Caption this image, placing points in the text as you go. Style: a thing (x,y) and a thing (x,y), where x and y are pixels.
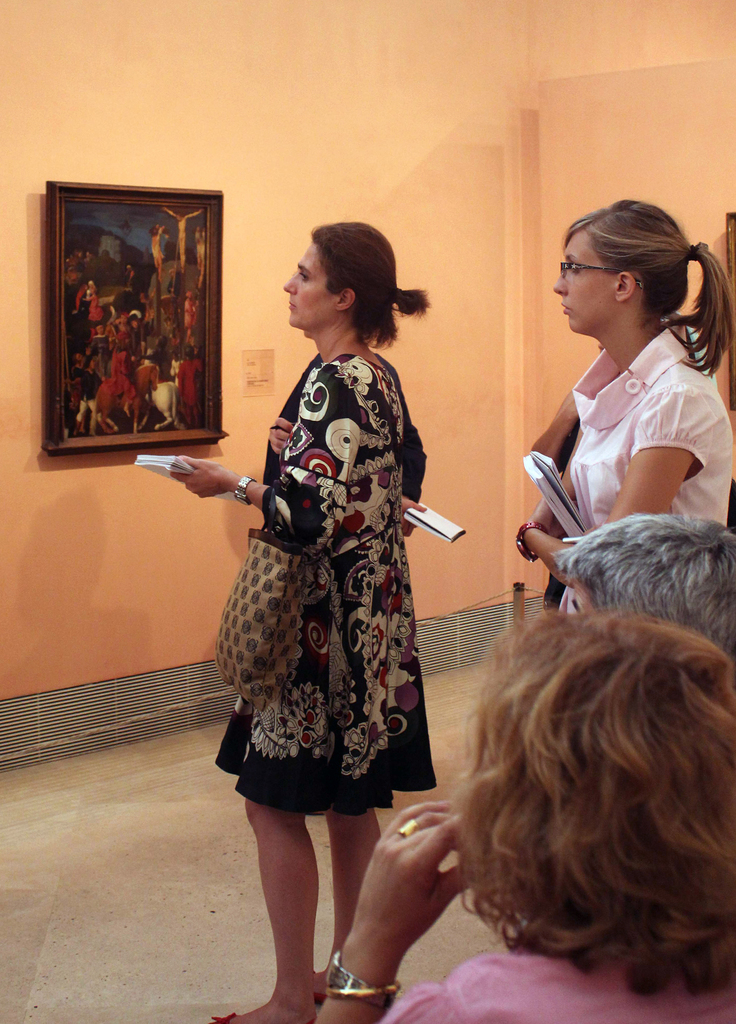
In this image I can see few people (392,592) and two people (220,748) are holding the bag (267,608) and books (443,537). In front I can see the frame (192,227) is attached to the cream wall (386,109).
